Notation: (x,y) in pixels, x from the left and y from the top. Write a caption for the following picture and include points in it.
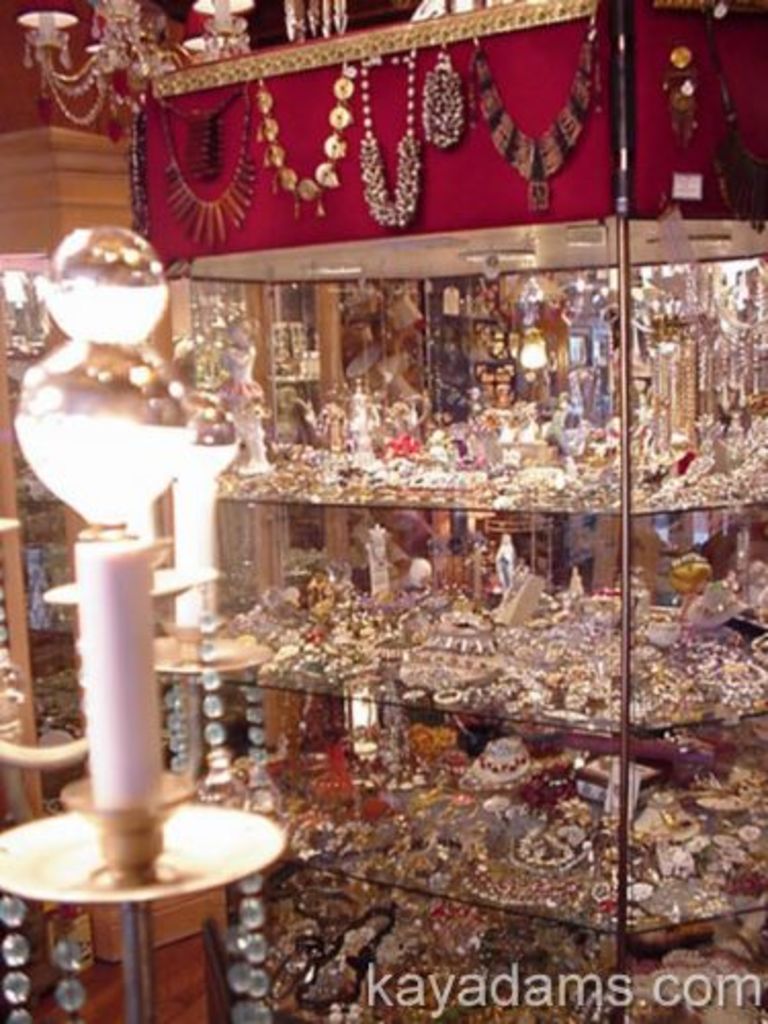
In this image I can see jewelries (401,453) on these shelves (416,609). I can also see few more jewelries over here. Here I can see watermark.
